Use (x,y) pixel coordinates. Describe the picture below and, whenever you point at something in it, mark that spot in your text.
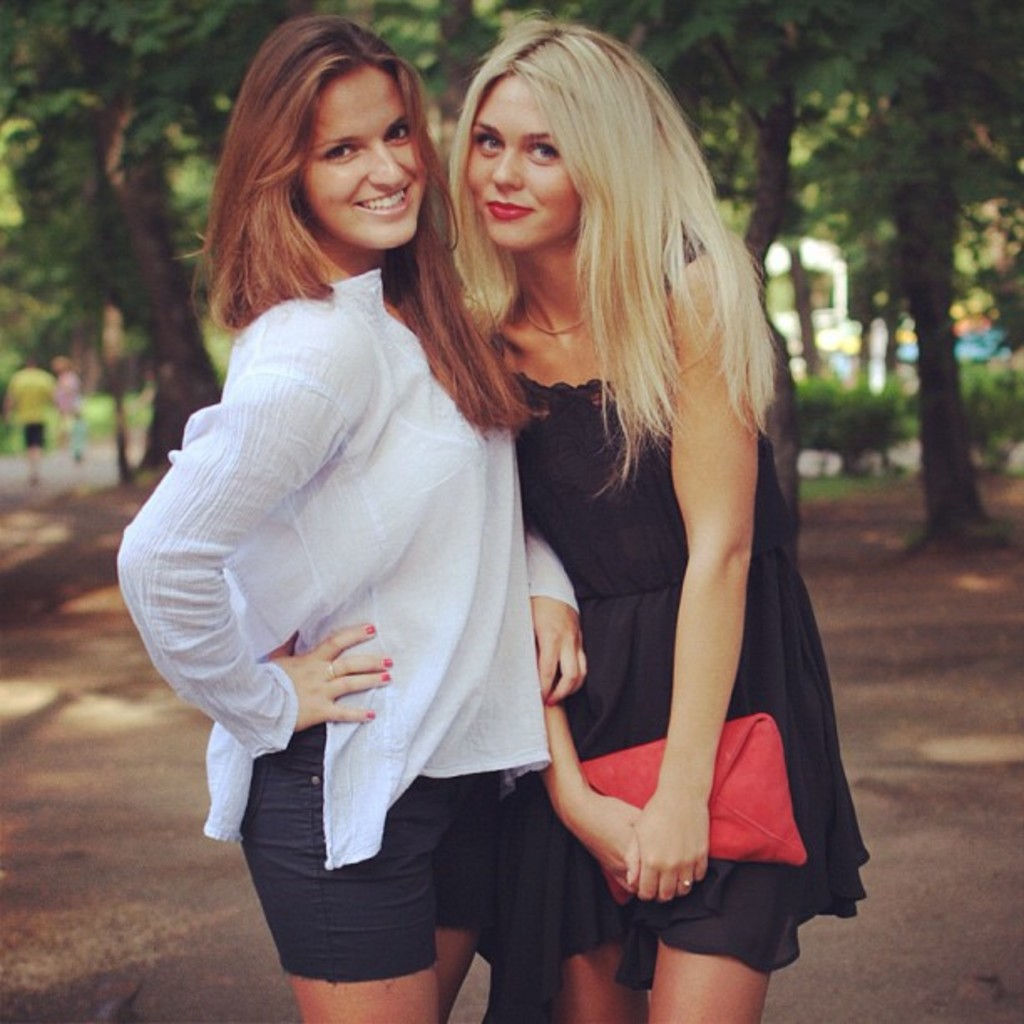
As we can see in the image in the front (457,524) there are two people (453,376) standing. The woman (395,431) on the left side (307,80) is wearing white color dress (393,362). The woman (731,530) on the right side (726,563) is wearing black color dress (624,657). In the background (863,214) there are trees (821,159), plants (820,409) and building (832,320).
